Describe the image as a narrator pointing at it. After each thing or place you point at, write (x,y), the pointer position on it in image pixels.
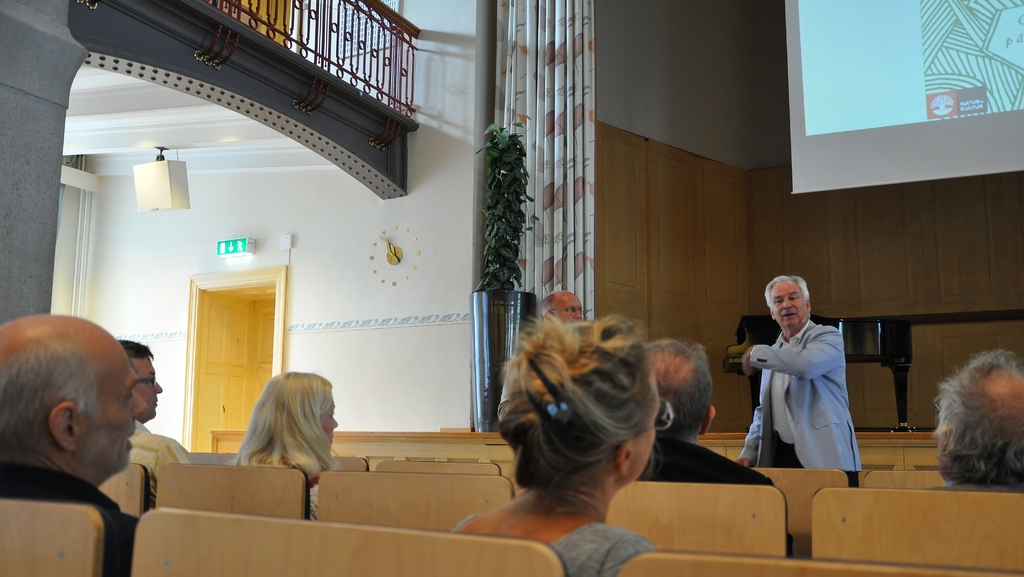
In this picture, we see the people (503,424) are sitting on the chairs (678,488). In front of them, we see two men (780,365) are standing. The man (826,400) in grey blazer (825,369) is trying to explain something. Beside him, we see a flower pot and a white curtain (563,231). Beside that, we see a white wall (329,313) and a door (255,390). At the top (353,44), we see the railing (334,24). In the background (820,106), we see the wall (773,100) and a projector screen (818,90) which is displaying something.
